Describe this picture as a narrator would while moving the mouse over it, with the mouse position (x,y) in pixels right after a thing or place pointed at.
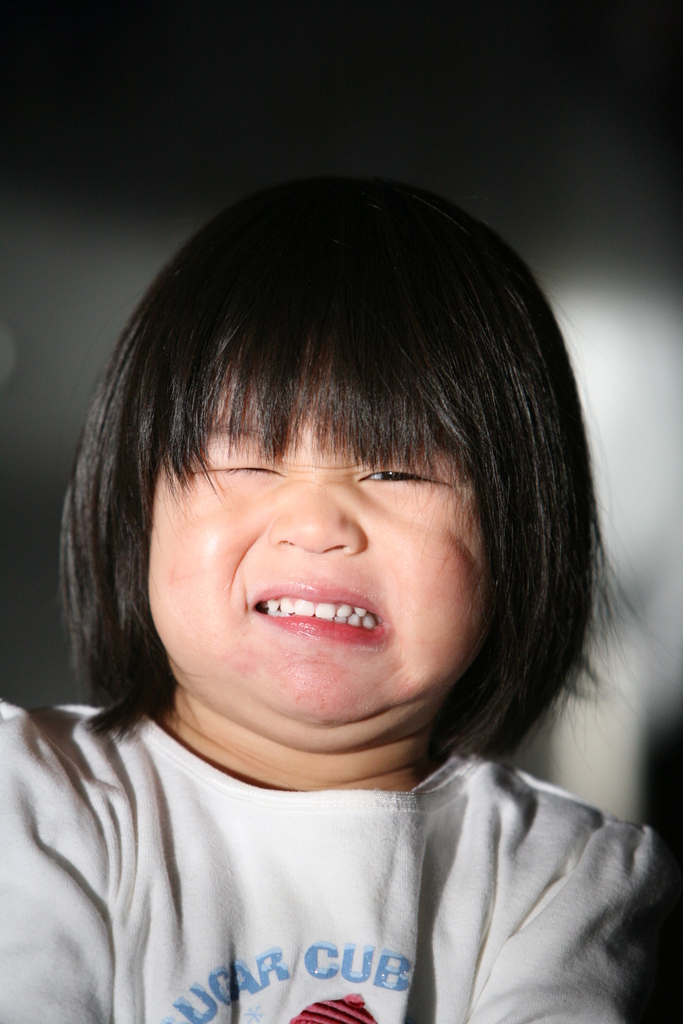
In this image, we can see a kid (432,785) and in the background (308,132), there is a wall (579,297).
